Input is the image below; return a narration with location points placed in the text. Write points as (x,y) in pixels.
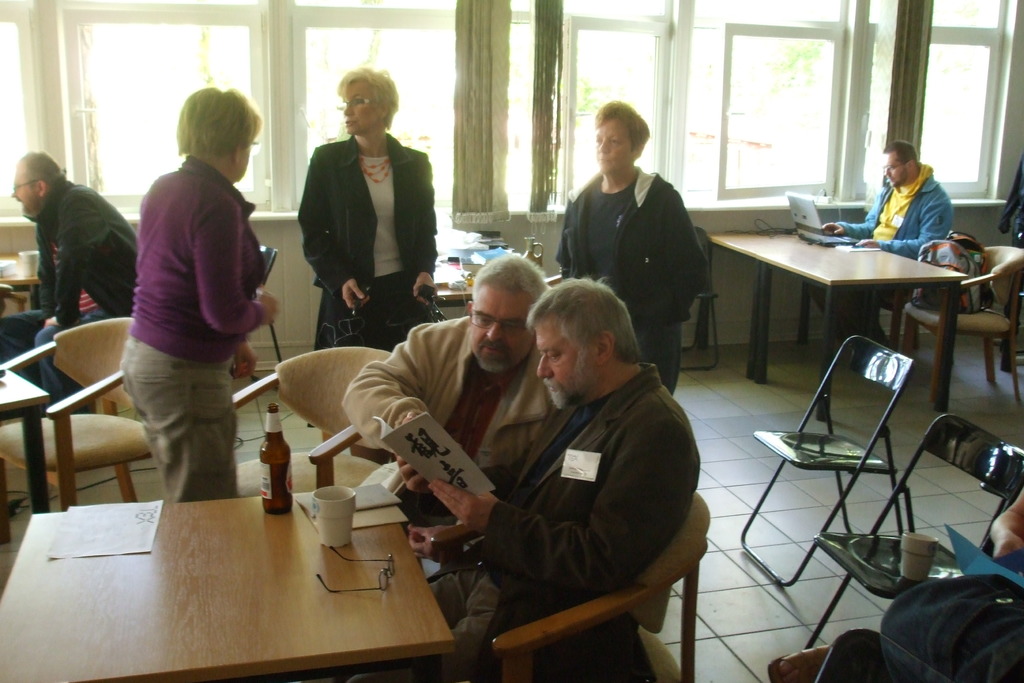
In this picture we can see a group of people (608,518) where some are sitting on chairs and holding books (458,453) in their hands (462,489) and some are standing and in front of them on table (104,560) we have papers (157,522), glass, cup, spectacle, laptop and in background (252,72) we can see windows (158,119), bags (975,250) on chairs (994,259).
